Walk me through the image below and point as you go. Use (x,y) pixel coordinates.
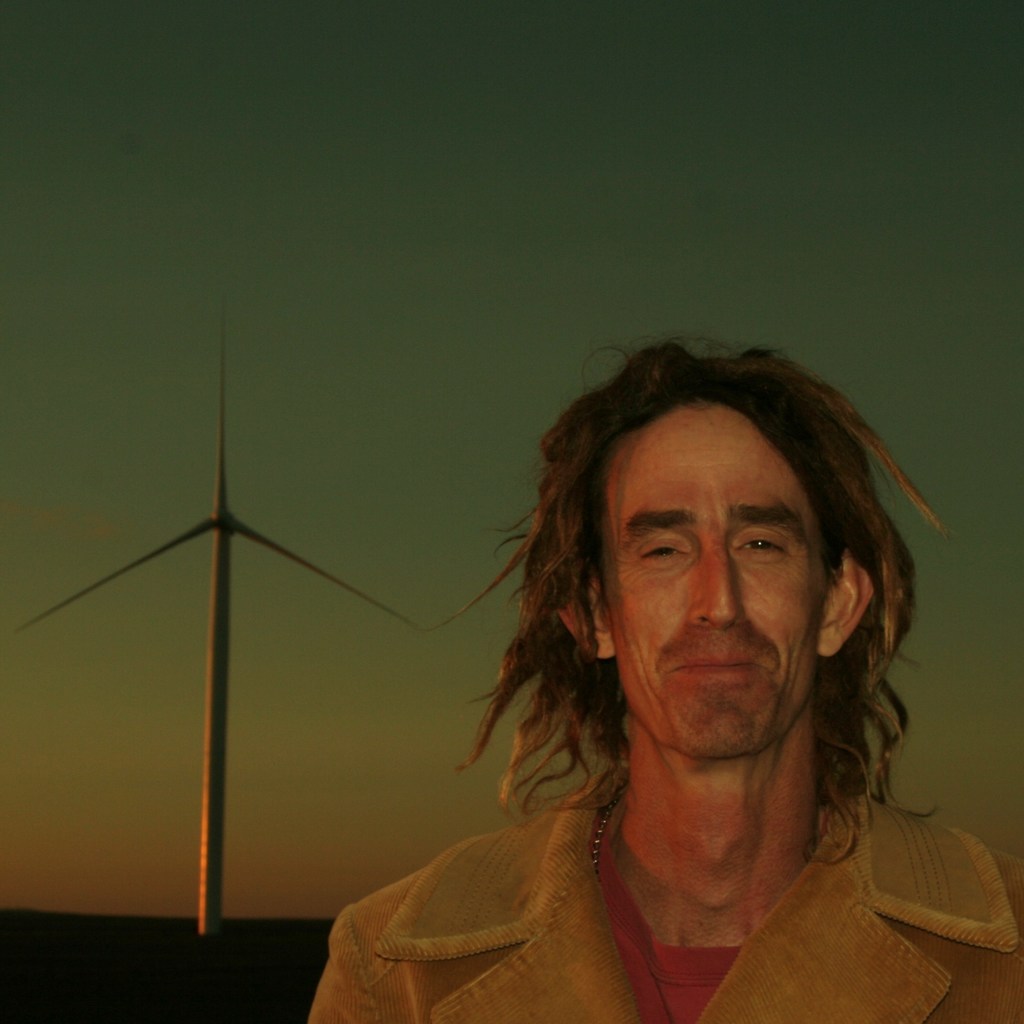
In the foreground of the picture (730,962) there is a person (567,975) in brown jacket (497,984). On the left (214,604) there is a windmill (214,604). In the background (502,277) we can see sky (414,202).
